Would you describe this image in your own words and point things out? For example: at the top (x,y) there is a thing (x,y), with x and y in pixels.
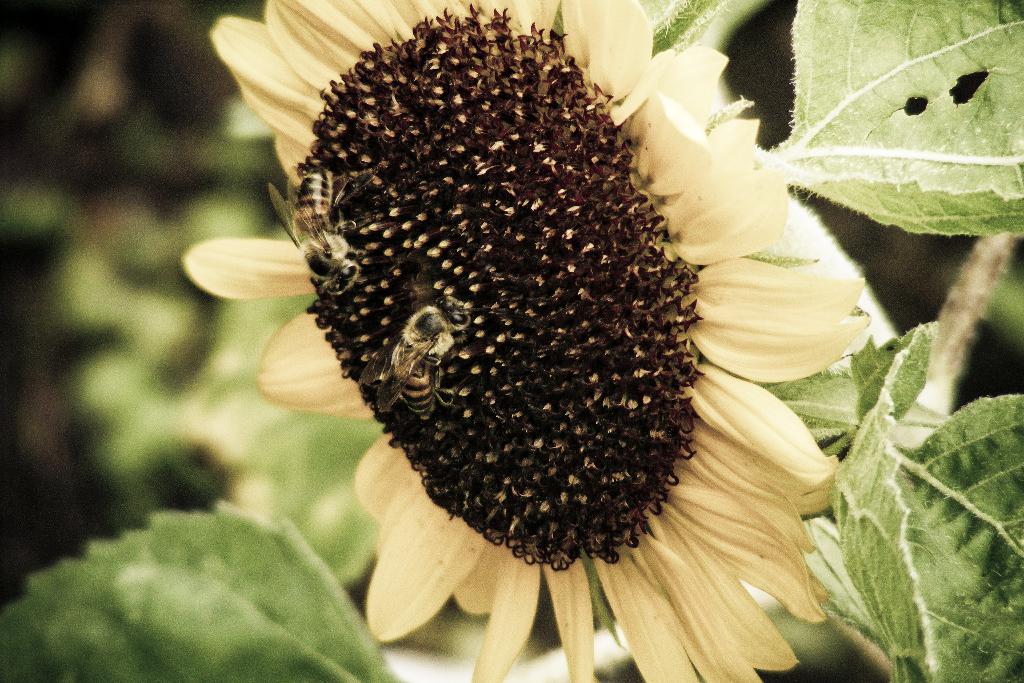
In this image we can see the sunflower (723,347) and green leaves (802,32). Here we can see the honey bees (336,243) on the flower (435,280).
